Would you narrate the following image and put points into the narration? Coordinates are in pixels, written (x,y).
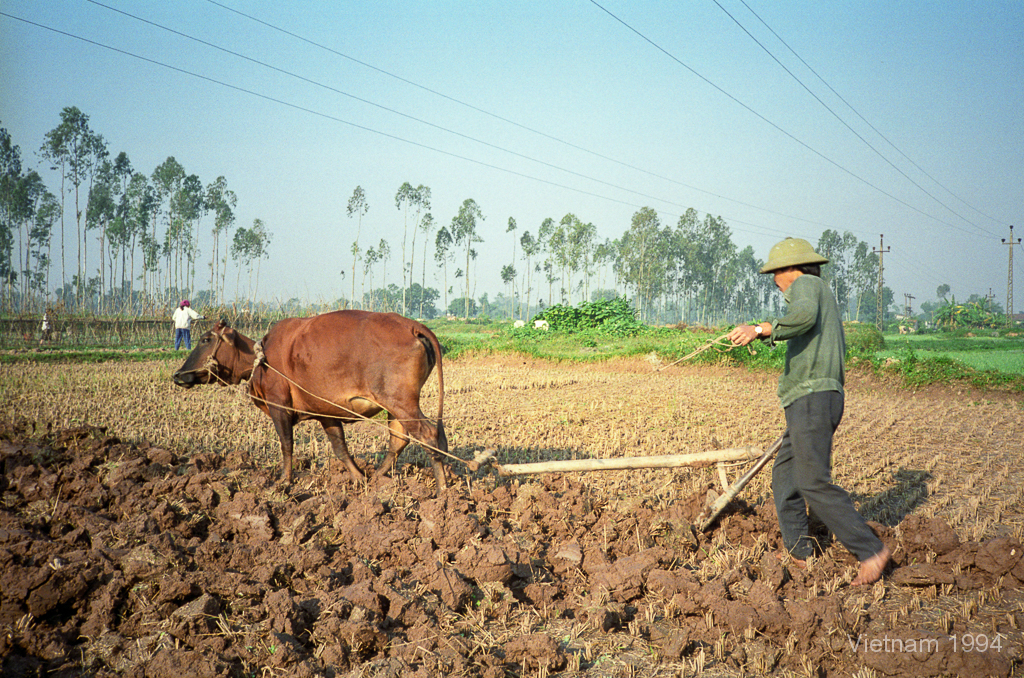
In this picture we see a brown cow (339,419) and a string (366,417) to it. To the string (441,454) we see a plough (622,468) and a man (792,474) holding a plough (726,505), We see another man (183,319) on the left (185,339) and few trees (64,148) and a electric pole (1009,265) and we see a clear sky (600,99) and a water mark (901,651) at the bottom right corner (983,634).
